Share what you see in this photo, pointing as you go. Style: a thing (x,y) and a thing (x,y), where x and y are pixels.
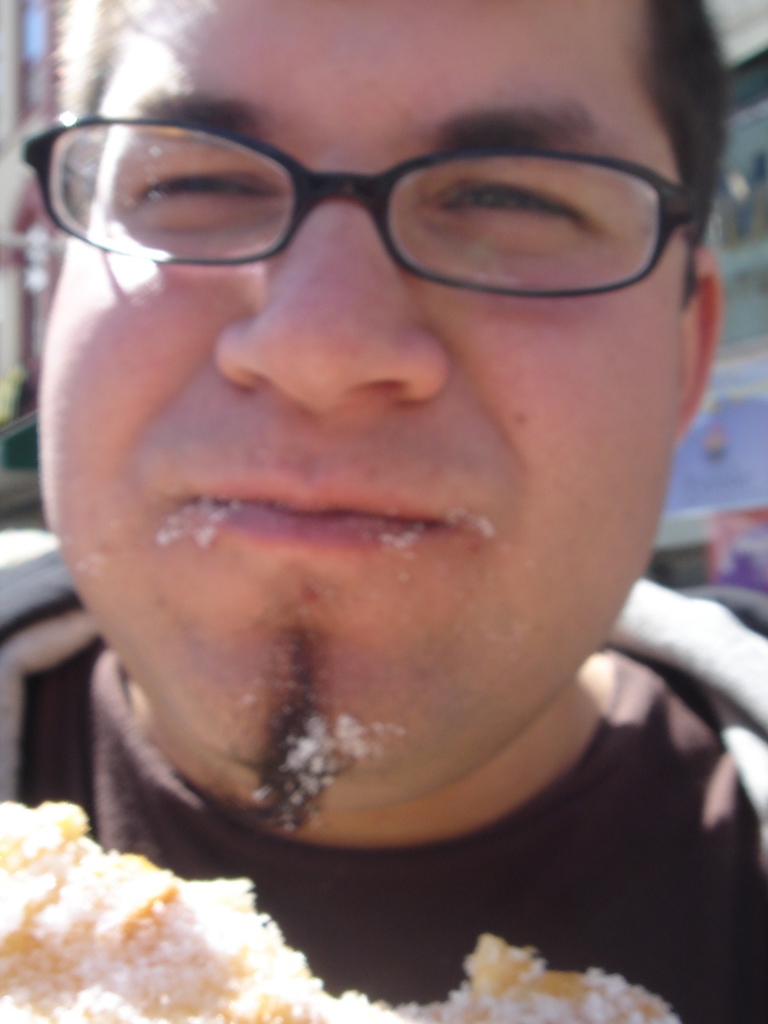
There is a man (408,476) wore spectacle (419,198), in front of him we can see food (34,955). In the background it is blur.
